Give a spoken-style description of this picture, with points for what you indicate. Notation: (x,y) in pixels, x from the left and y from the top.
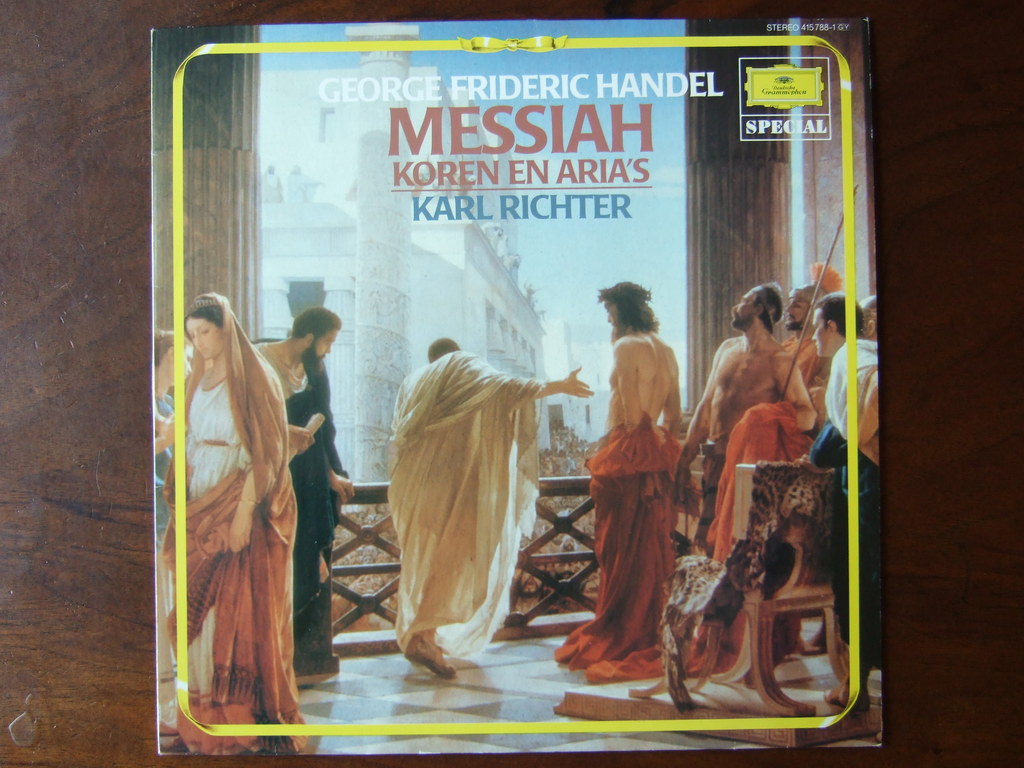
Here we can see a card (352,157) on a platform (100,684). On the card (509,479) we can see the pictures (327,480) of few persons (219,533) standing at the fence (536,543) on the floor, chair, animal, buildings (433,274), sky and a text (491,130) written at the top (414,135).
